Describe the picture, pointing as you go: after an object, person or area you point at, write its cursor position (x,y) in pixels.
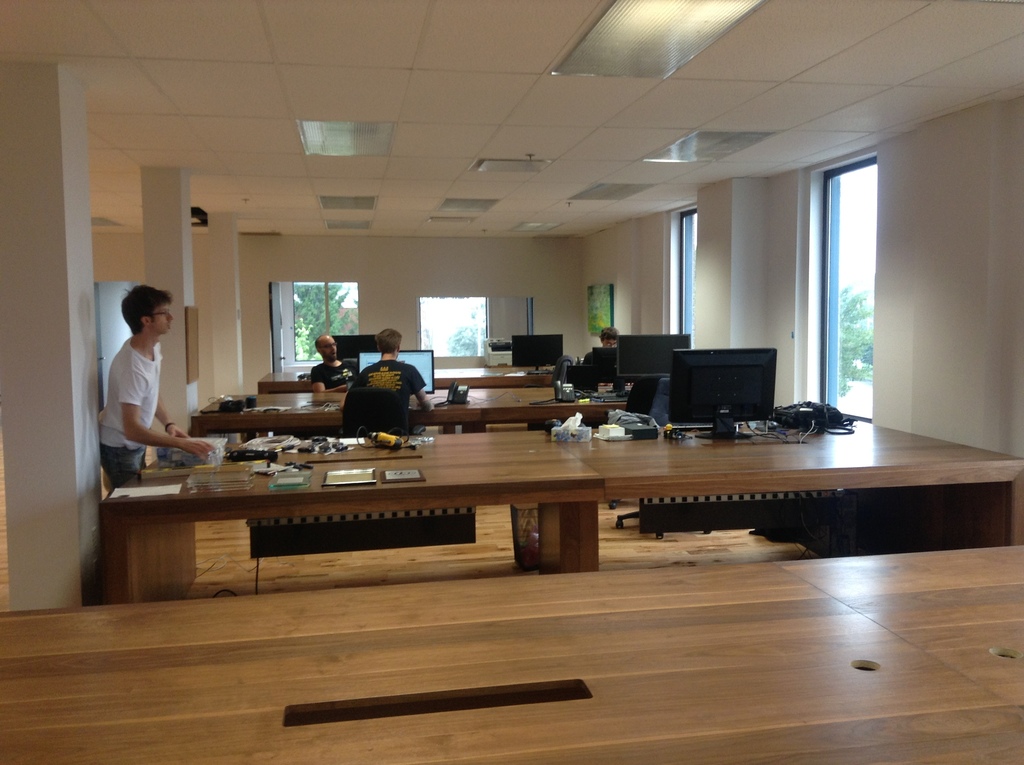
In this picture there are some members (407,383) sitting in the chairs (401,398) in front of a computer (371,354) which was placed on the table (458,405). There is a guy (157,359) in the left side (140,382) standing. There are some empty tables (532,655). In the background (452,316) there is window (310,311), wall (301,257) and a pillar (225,274).
